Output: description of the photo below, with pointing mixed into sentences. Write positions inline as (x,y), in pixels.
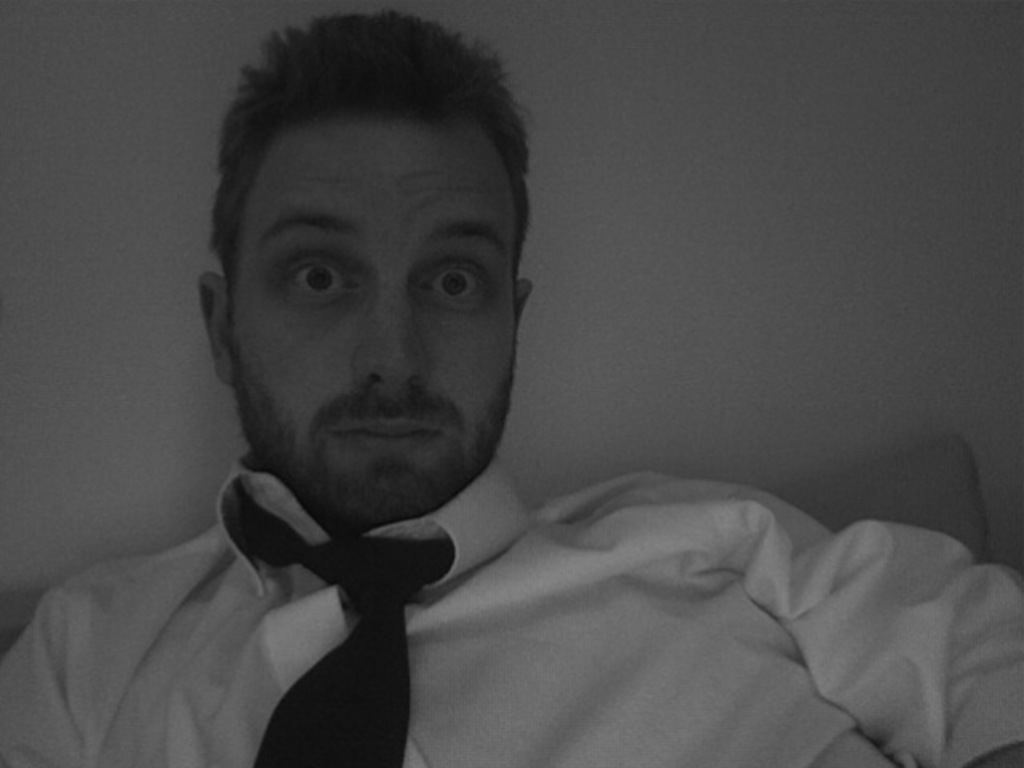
This is the image of a person (248,418) he is wearing a white shirt (586,647), tie (333,569) and he has a black hair (387,104). And the background (545,102) is in white color.
